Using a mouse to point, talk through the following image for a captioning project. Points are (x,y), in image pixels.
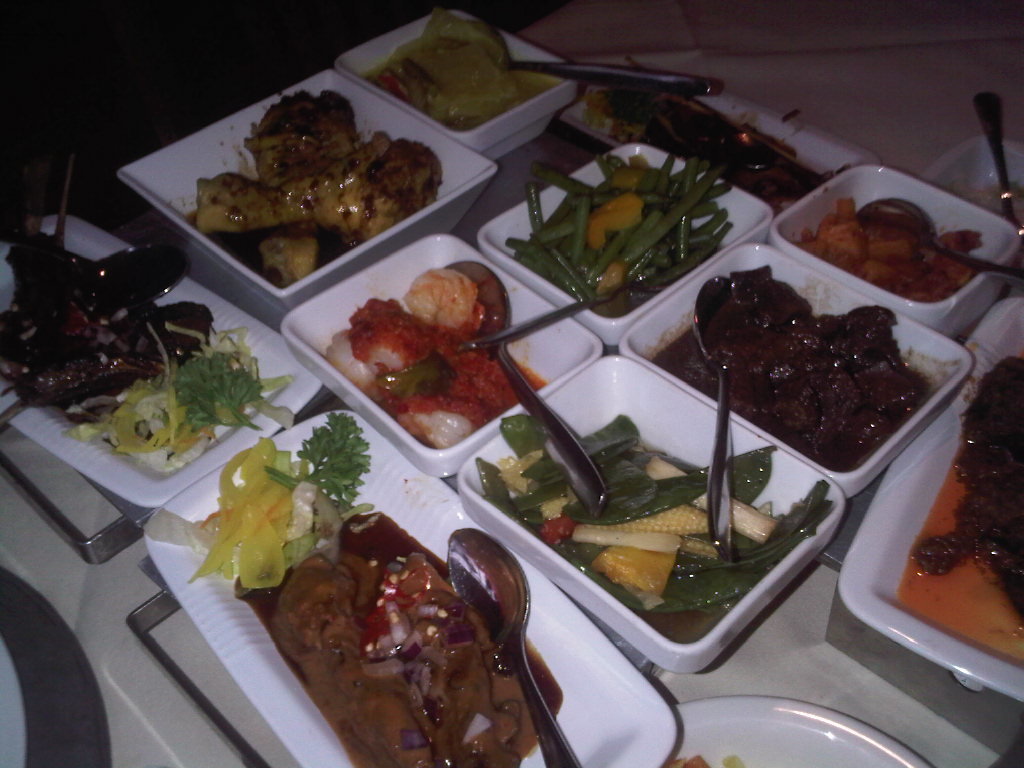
In this image I can see number of white colored bowls (758,589) and in them I can see few food items (696,532) and spoons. I can see the black colored background (271,59).
